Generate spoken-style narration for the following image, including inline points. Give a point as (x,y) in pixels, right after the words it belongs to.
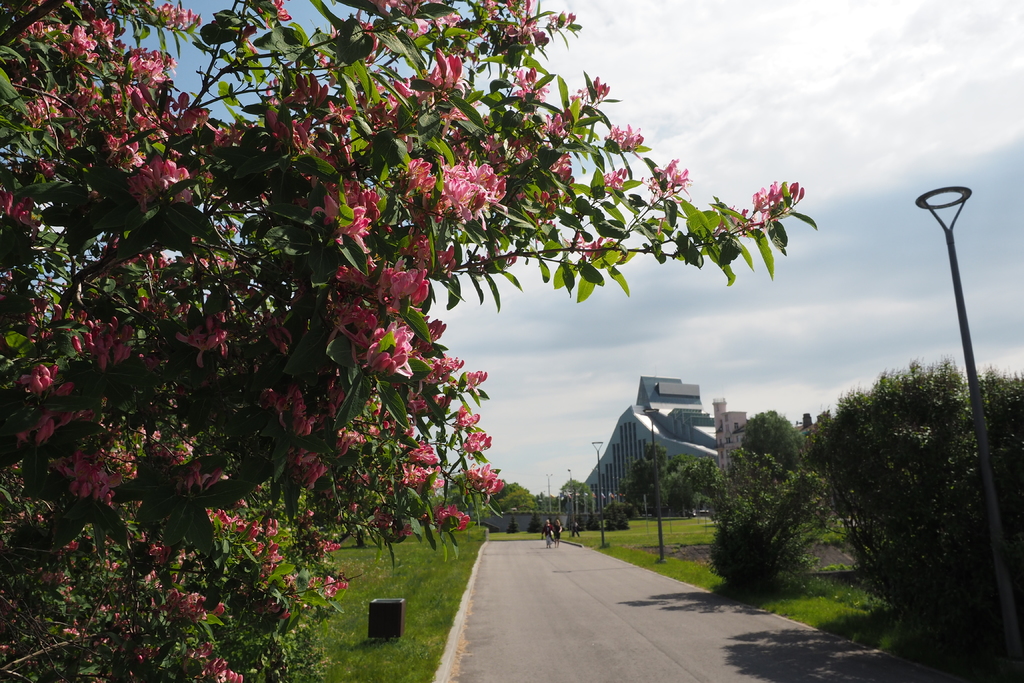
In the center of the image (672,443) we can see trees (358,427), persons (551,528), building (619,455), flowers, road (577,565), poles (659,487), sky (741,304) and clouds (724,128).
